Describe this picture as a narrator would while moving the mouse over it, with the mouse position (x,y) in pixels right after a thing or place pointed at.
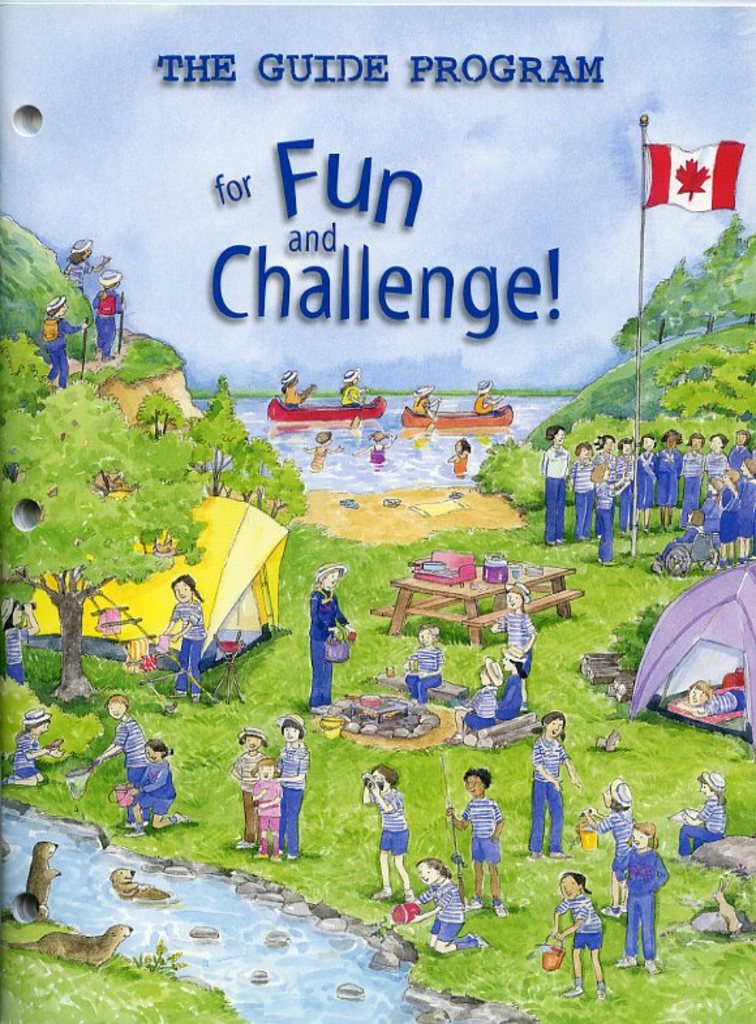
In this picture we can see people (710,511) standing near to a flag (653,189). In the background (284,423) we can see water (523,423), people (418,410) and boats (502,415). Here on a table (550,594) we can see objects (451,568). These are tent houses (697,616) and here we can see people (651,924). These are animals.
